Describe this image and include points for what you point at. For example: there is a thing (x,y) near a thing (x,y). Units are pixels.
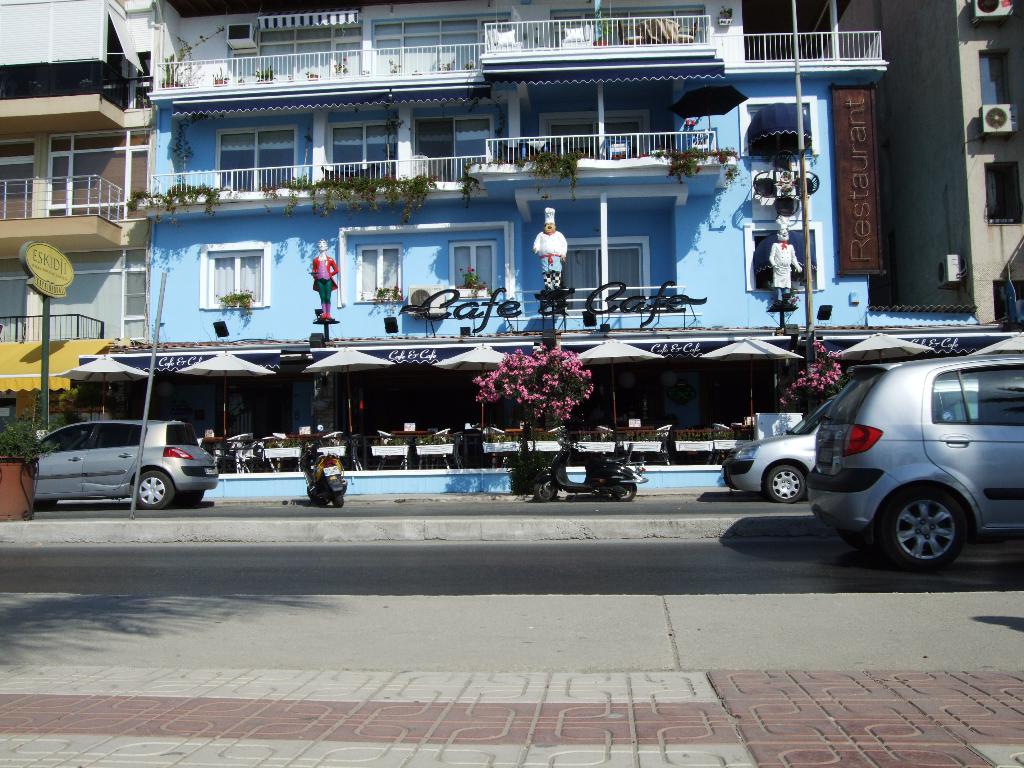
In this picture we can see a car (989,486) on the road (379,593) and some vehicles (70,455) on a footpath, trees (823,364), umbrellas (871,358) and in the background (627,381) we can see buildings (621,45) with windows (244,268).
